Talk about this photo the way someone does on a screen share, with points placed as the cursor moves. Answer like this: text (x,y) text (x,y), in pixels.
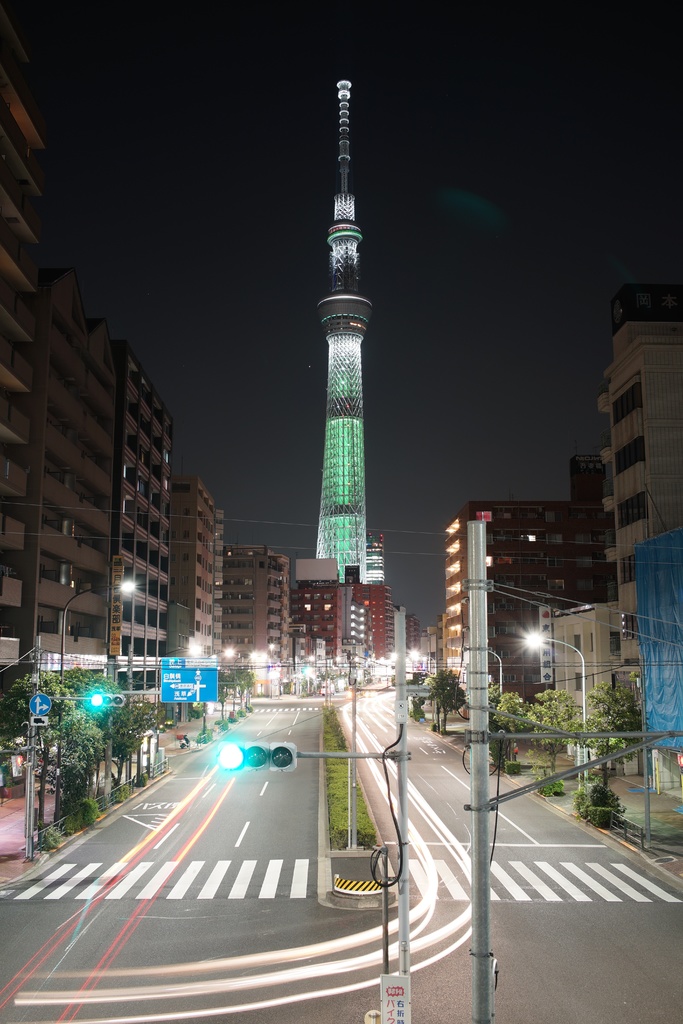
In this image I can see two roads (259,856), number of poles (485,982), street lights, signal lights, few boards (408,1018) and on these boards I can see something is written. On the both sides of the roads (307,772) I can see number of buildings (526,569), number of trees (76,799) and few plants (589,794).
